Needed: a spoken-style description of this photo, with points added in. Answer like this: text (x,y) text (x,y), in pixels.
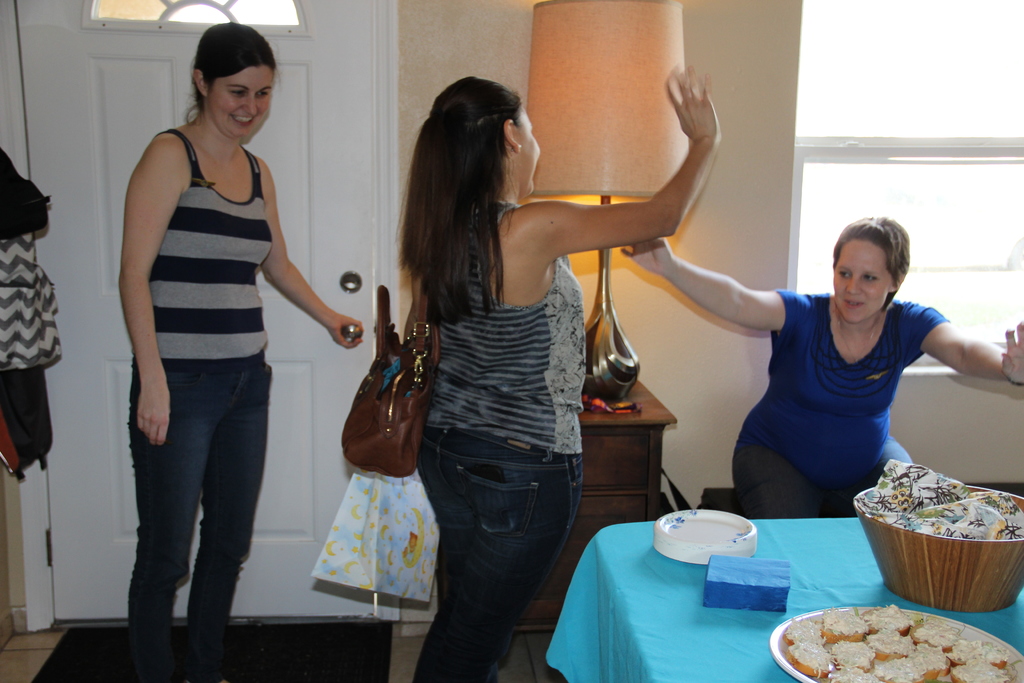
In this picture we can see three woman (254,304) where one woman (850,487) is sitting and smiling and other two (164,248) are standing and in front of them there is table (815,527) and on table (762,633) we can see plates (711,523), handkerchiefs (770,581), basket (939,529) with some food item (838,651) and in background (347,205) we can see door (345,172), lamp (594,132), window (819,221).
